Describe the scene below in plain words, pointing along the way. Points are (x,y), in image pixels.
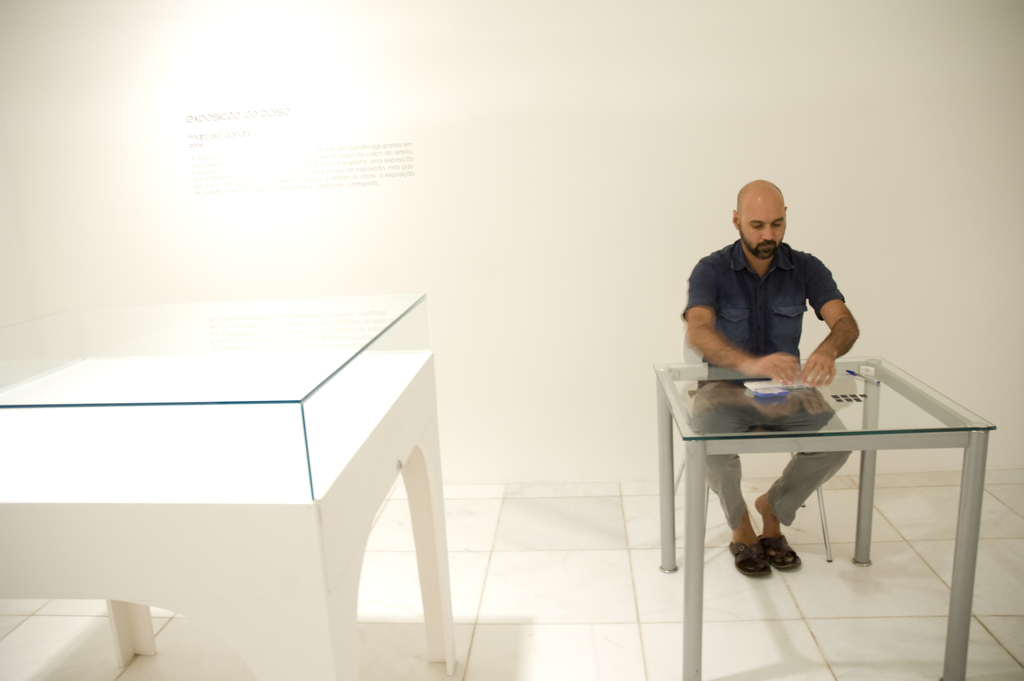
In this picture we can see man (776,227) sitting on chair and in front of him there is a table (699,399) beside to him we have glass box (179,314) placed on a table (304,365) and in the background (437,127) we can see wall (249,191).
